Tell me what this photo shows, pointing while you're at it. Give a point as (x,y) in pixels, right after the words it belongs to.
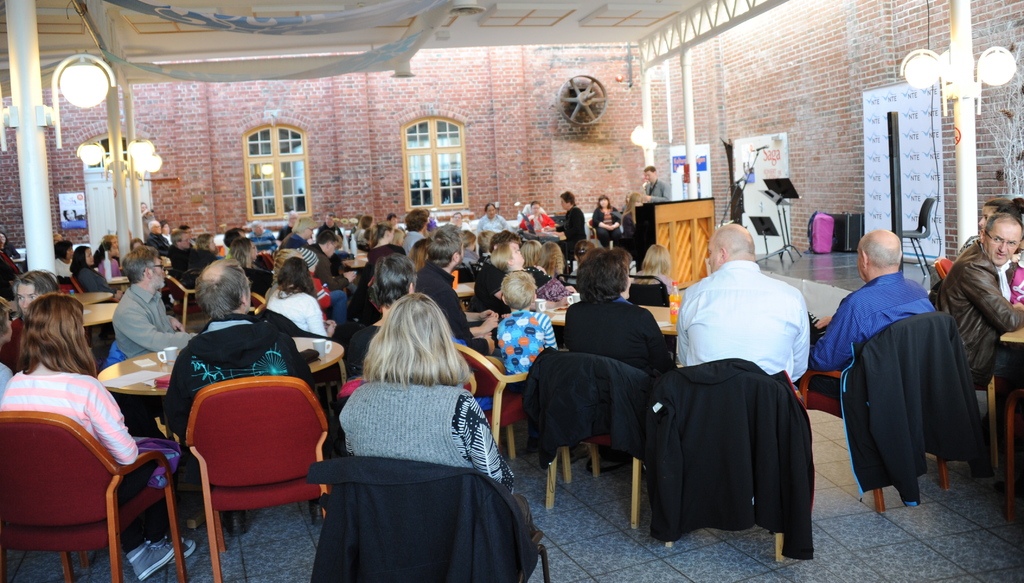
In this picture there are group of people (580,314) who are sitting on a chair (89,516). There is a cup (174,352), red bag (166,381), papers (133,376), bottle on the table (668,327). Four black jackets (629,422) are seen on the chairs (634,411). There is a man (663,186) standing. A wooden podium (672,214), mic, stand (779,213), lights (930,81), chair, building (849,177) and a poster (934,130) is seen in the background (764,212).
